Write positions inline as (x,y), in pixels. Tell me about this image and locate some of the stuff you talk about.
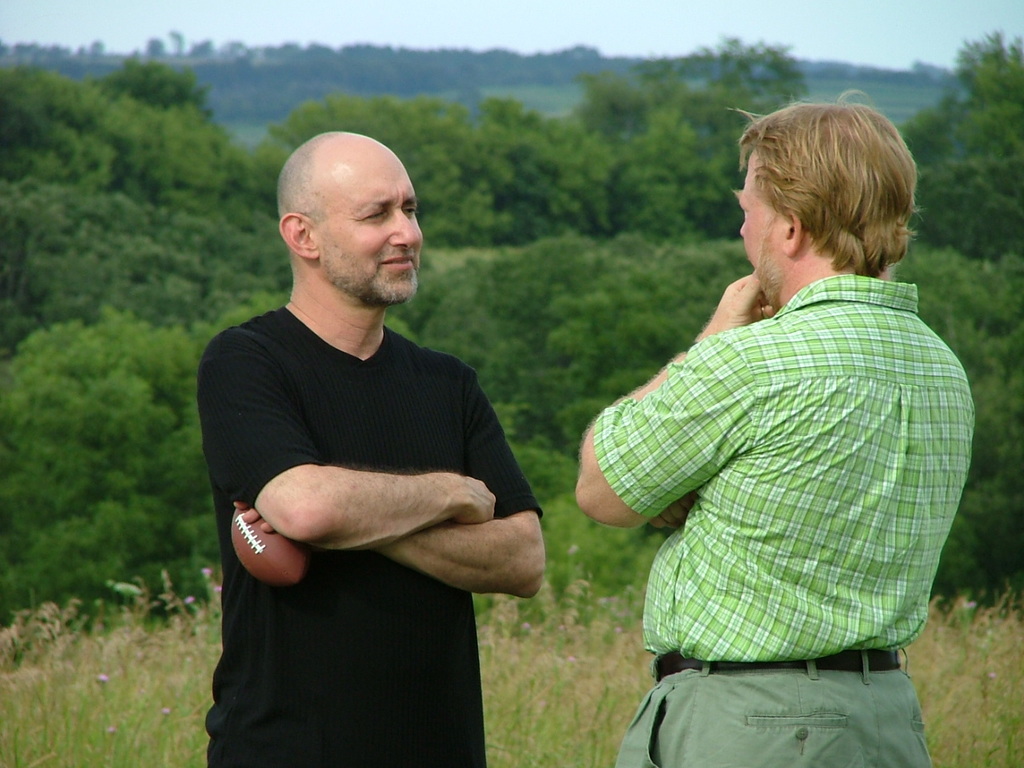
Here in this picture we can see two person (585,484) standing on the ground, which is covered with grass (45,632), plants (617,539) and trees (183,382) all over there and the person (311,565) on the left side (298,554) is holding a ball (293,550) in his hand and we can see both of them are talking to each other.
